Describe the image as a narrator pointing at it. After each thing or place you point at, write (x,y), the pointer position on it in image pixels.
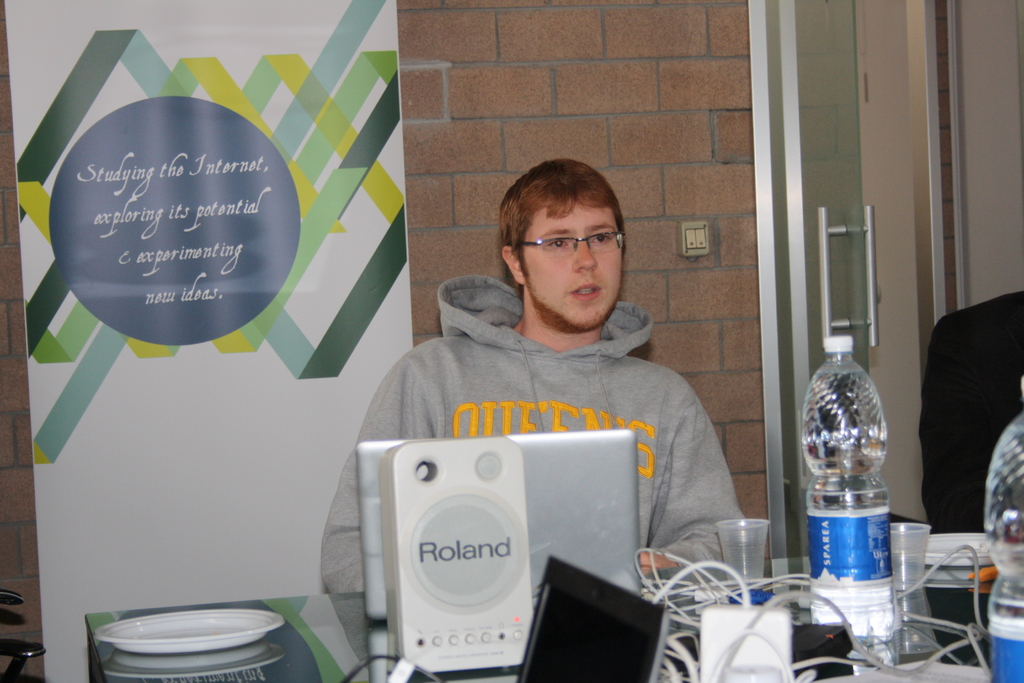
At the center of the image (503,352) there is a person (532,427) sitting on a chair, in front of the person (352,537) there is a table (288,642). On the table (142,655) there is a plate (216,624), monitors (560,568), cables (805,597), water bottle (832,567), disposable glasses (901,562) and a speaker (471,582). In the background (453,262) there is a wall (551,125) with red bricks (699,346). On the right side of the image (860,303) there is a glass door (867,314).
